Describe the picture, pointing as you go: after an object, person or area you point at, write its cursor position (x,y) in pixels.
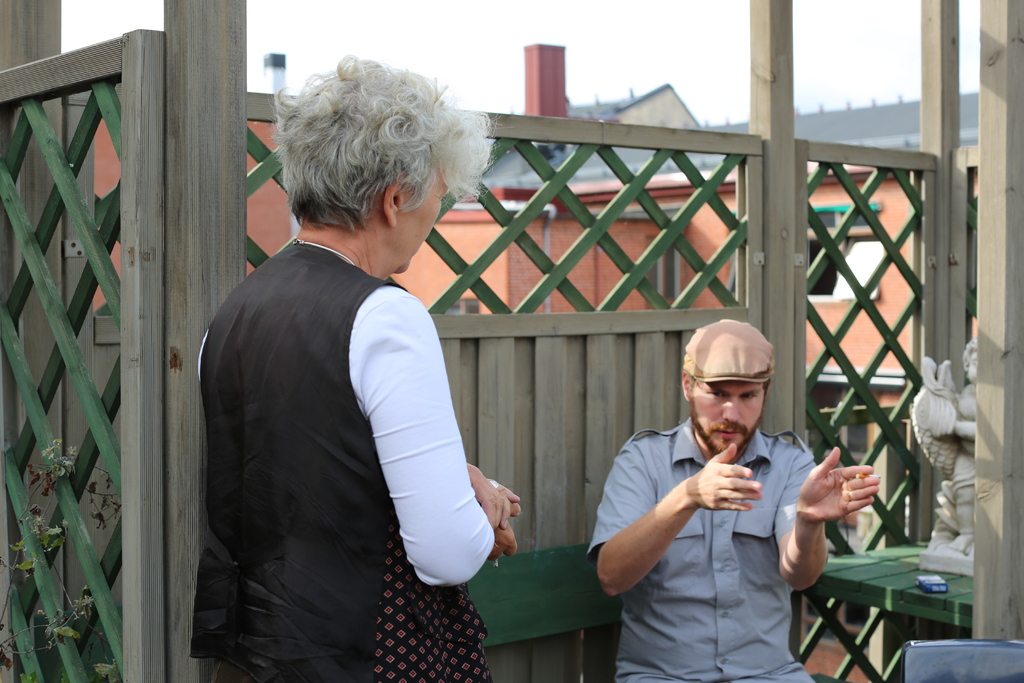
In this picture we can see a man (666,541) sitting on a bench (512,584), table (846,591) with a statue (941,562) and a box (938,583) on it, buildings (569,242) with windows (660,260) and a woman (363,249) standing and in the background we can see the sky (740,64).
